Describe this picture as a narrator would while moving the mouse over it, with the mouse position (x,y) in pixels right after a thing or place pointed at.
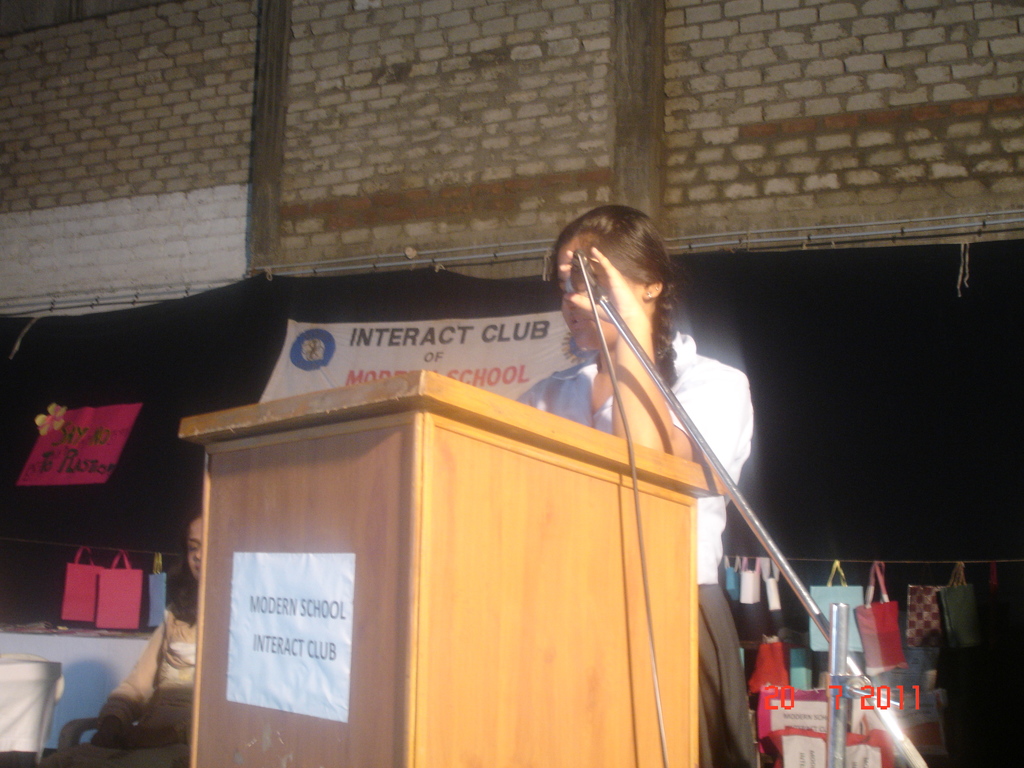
In the center of the image (577,297) there is a lady (583,308) standing and holding mic (575,266) in her hand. There is a podium (494,404) before her. In the background (746,596) there are bags (124,624) and a brick wall (416,125).
